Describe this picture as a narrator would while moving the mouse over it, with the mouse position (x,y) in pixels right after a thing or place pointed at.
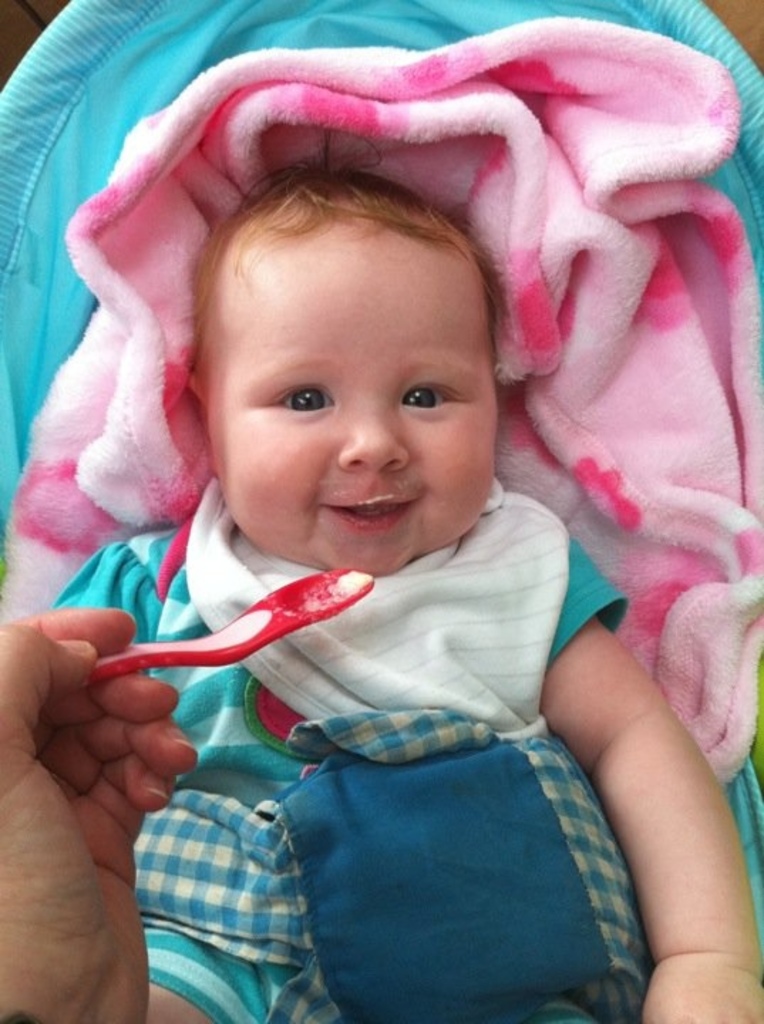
Here in this picture we can see a baby (398,545) with smiling. Baby (272,711) is wearing a blue color dress (266,782). In this someone (78,776) is feeding with the spoon (289,617). Under the baby (422,517) there is a pink color cloth (577,453).
